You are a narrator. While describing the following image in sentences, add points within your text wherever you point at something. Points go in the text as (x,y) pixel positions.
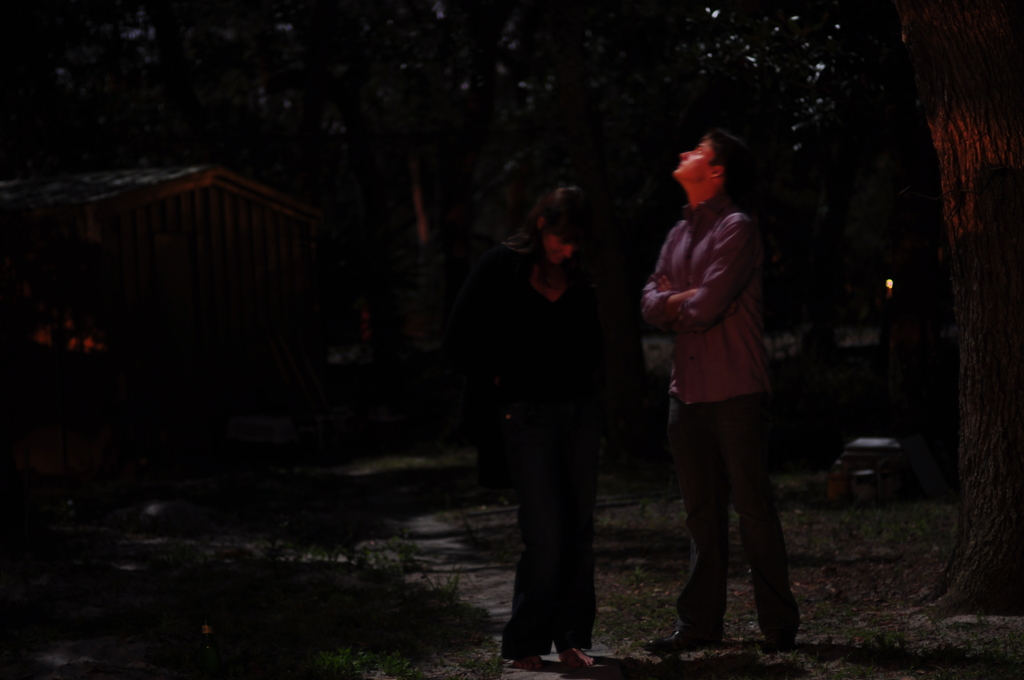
This picture is dark, there are two people (687,381) standing and we can see trees (643,104) and wooden house (190,326).
